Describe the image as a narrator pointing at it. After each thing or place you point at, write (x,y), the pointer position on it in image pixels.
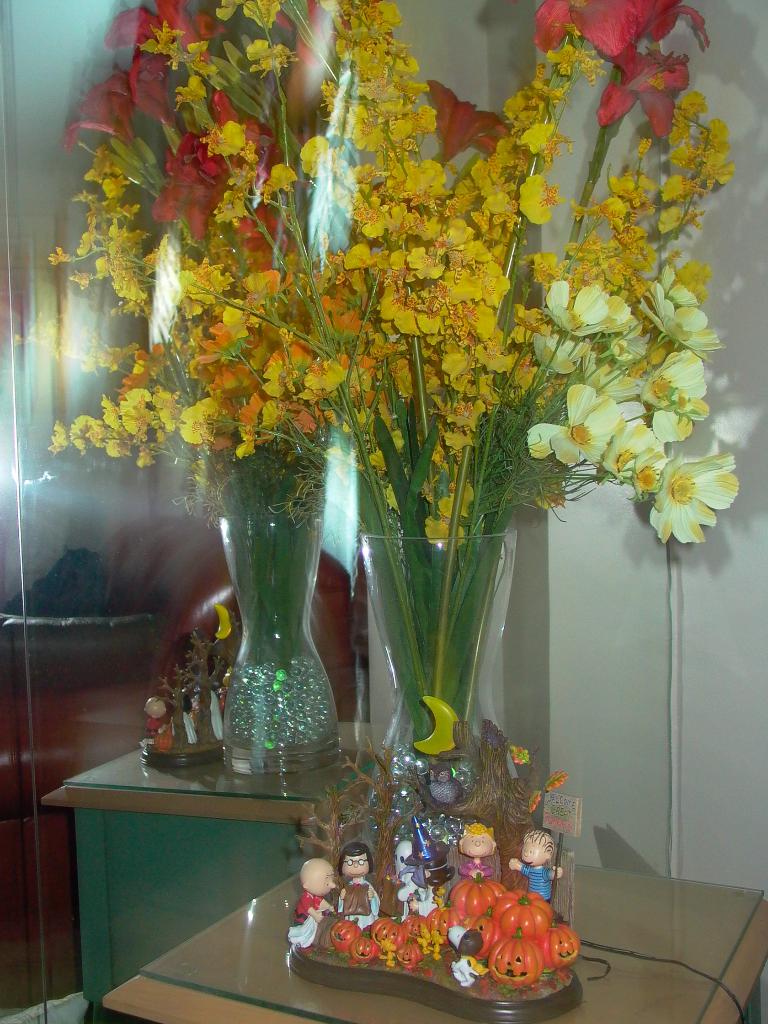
These are the flowers (375,453).
